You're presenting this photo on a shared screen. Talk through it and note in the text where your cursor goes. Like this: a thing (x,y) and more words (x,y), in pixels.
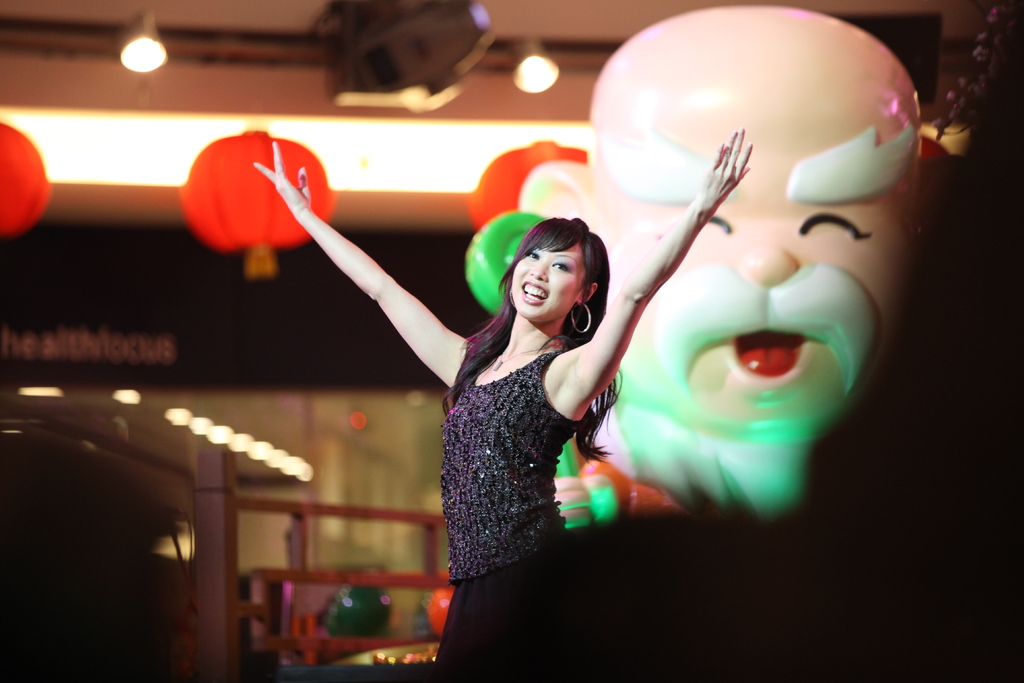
In this image there is a woman (522,549) standing. Right side (827,275) there is a statue (770,326) of a person (787,309). Few lights (203,211) are hanging from the roof (507,67). Left side (261,444) there are lights (220,432) attached to the wall (235,420). Bottom of the image (271,620) there is a fence (229,602).
